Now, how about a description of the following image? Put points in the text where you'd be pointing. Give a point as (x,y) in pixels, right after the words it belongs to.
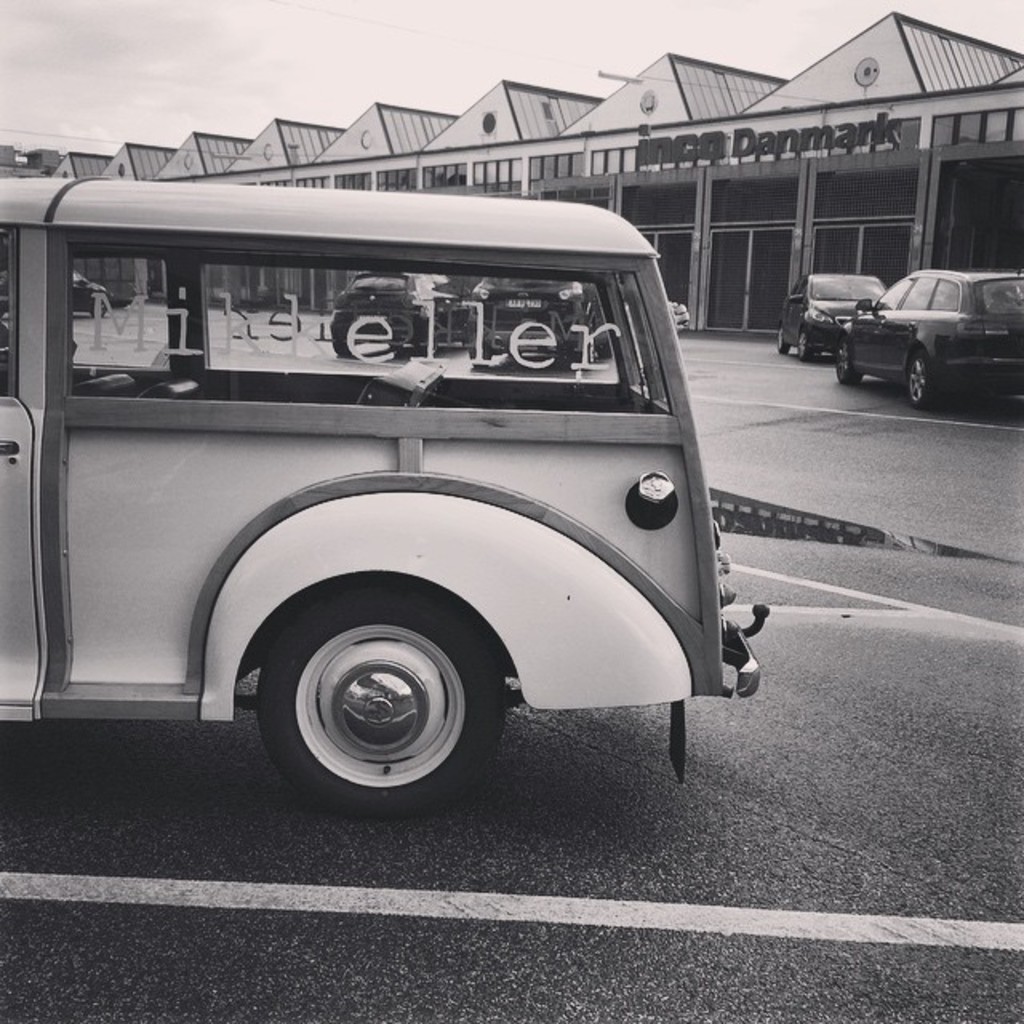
This image consists of a van (352,736) on the road (610,941). At the bottom (911,788), there is a road (895,756). On the right (1001,291), there are two cars (810,285). In the background (647,147), we can see a shed (619,161). At the top (179,90), there is sky (252,97).
